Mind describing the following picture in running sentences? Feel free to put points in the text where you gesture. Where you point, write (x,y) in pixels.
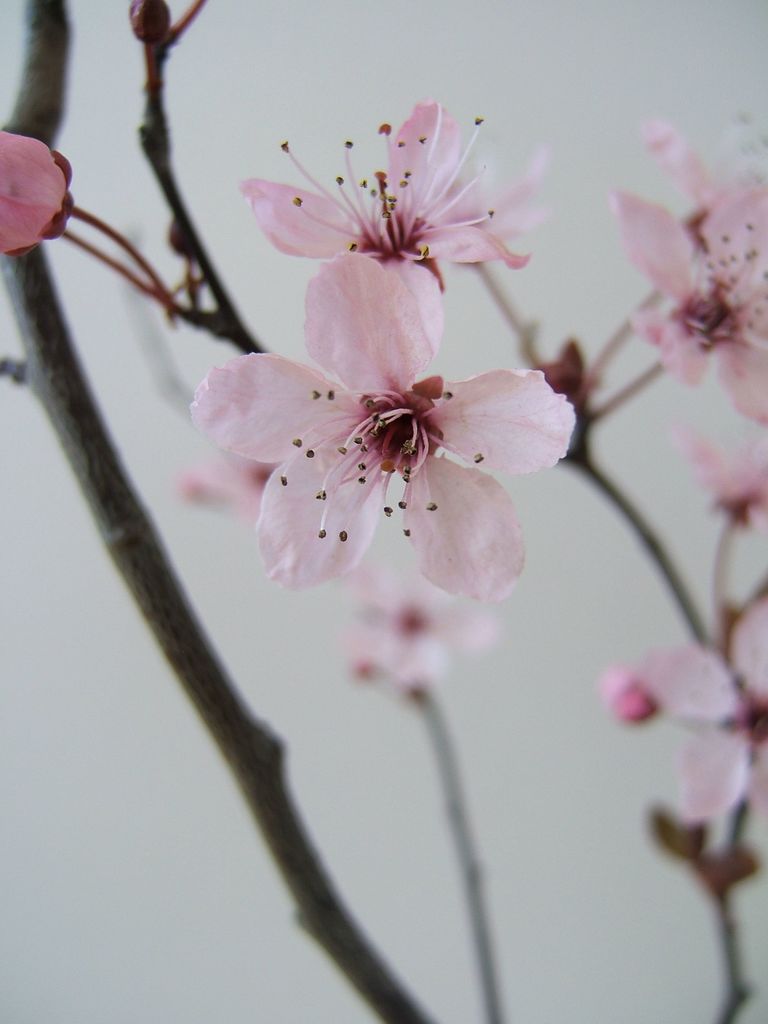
In this image we can see some flowers (479,566) to the branches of a tree (405,641).
